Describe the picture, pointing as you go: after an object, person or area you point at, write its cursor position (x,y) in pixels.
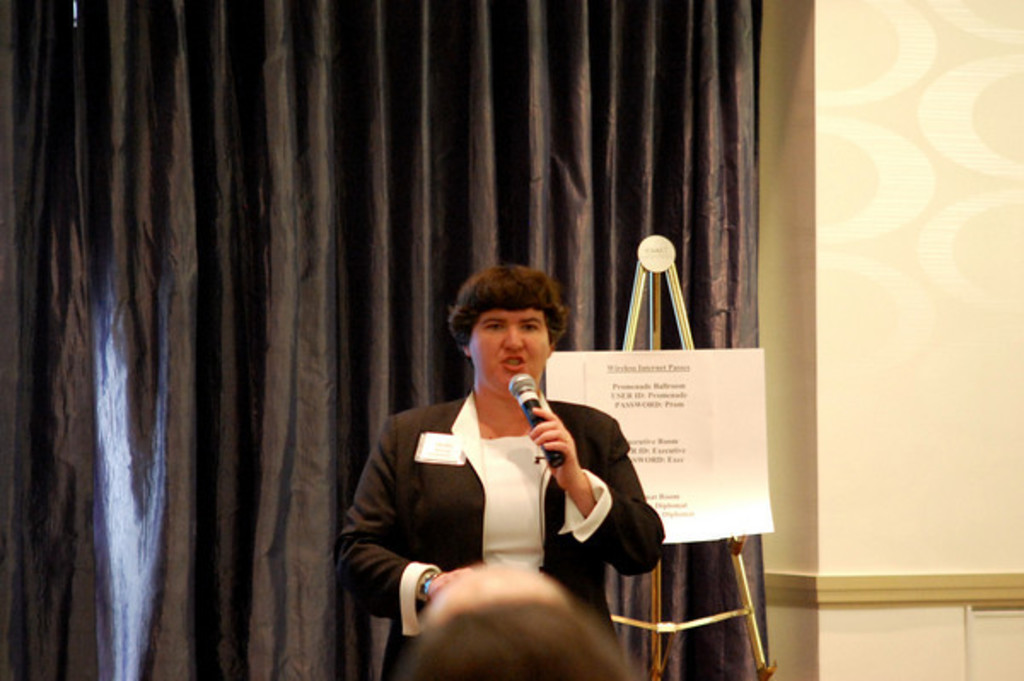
In this picture I can see a woman (495,552) standing and speaking with the help of a microphone (524,412) and I can see a paper (644,453) with some text (645,446) and I can see a stand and a curtain (315,155) in the back (16,560) and it looks like another human (508,627) at the bottom of the picture (495,653).
